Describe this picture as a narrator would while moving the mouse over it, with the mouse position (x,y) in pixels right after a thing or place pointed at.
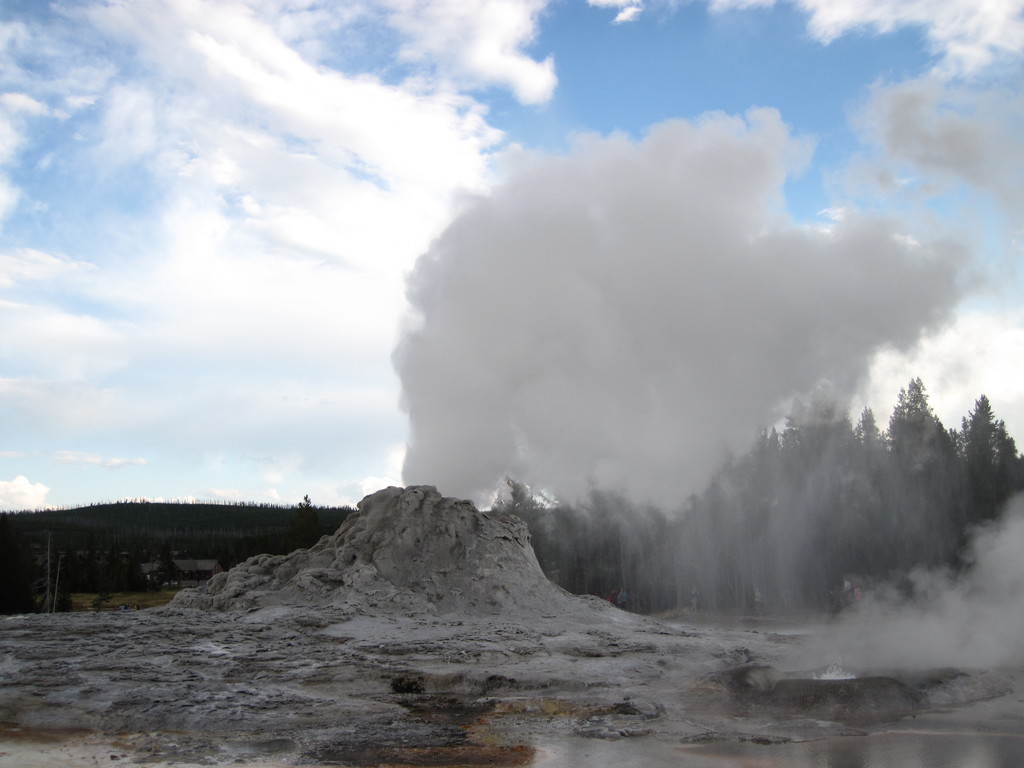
This picture is clicked outside. In the foreground (773,754) we can see the water (777,745) and see the mud (279,684). In the center (422,493) we can see the trees (227,521) and some other objects (391,570). In the background (598,63) there is a sky (595,71) and we can see the smoke (573,281).
